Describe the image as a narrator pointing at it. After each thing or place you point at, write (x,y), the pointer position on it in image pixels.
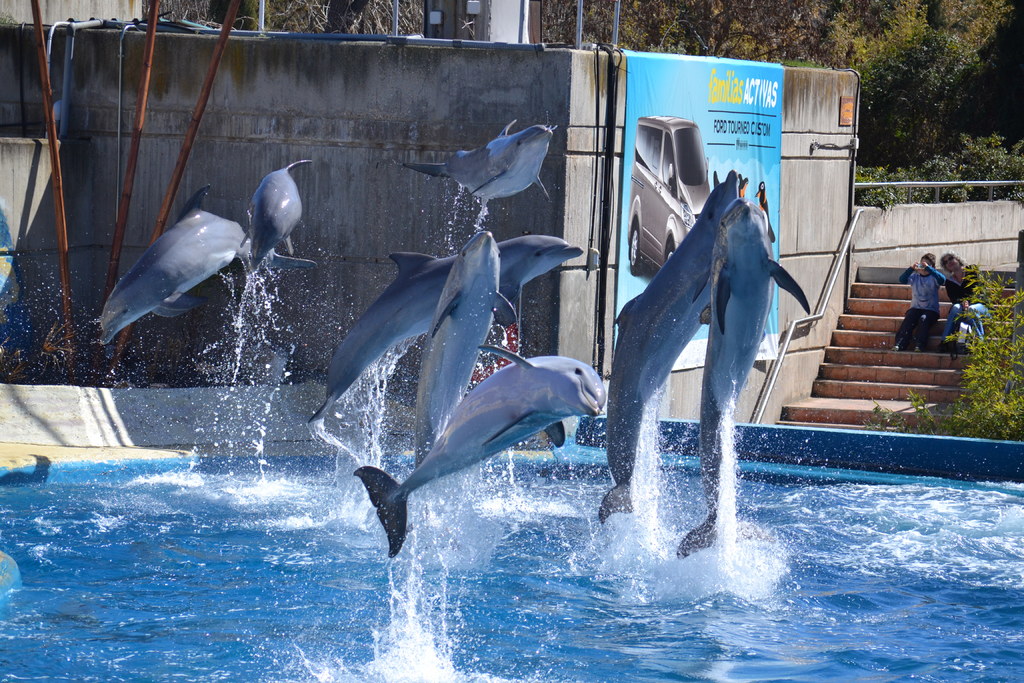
In this picture we can see dolphins (605,513), here we can see water (553,526), pipes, wall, on this wall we can see a poster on it and we can see a fence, people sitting on steps (783,421) and in the background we can see trees (966,18).
